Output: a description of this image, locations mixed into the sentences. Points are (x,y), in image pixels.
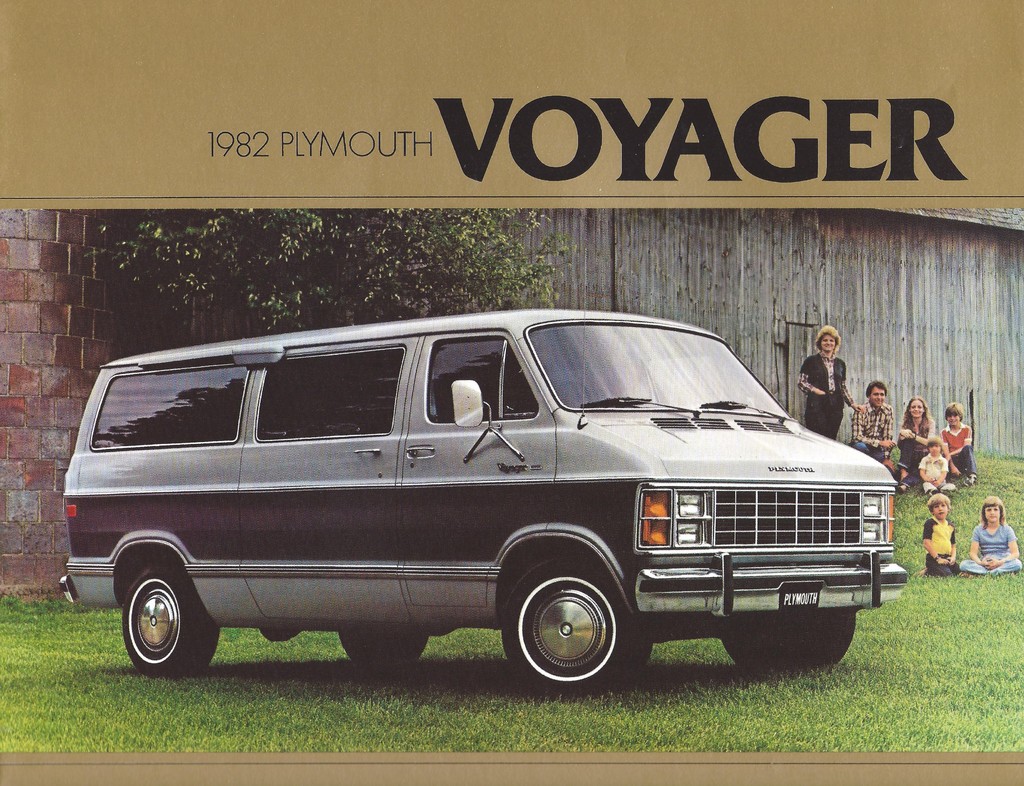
In this image we can see a van (556,513) on the ground (495,634), there are a few people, grass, tree (420,305), and the wall (738,286), also we can see some text (547,111) on the image.
